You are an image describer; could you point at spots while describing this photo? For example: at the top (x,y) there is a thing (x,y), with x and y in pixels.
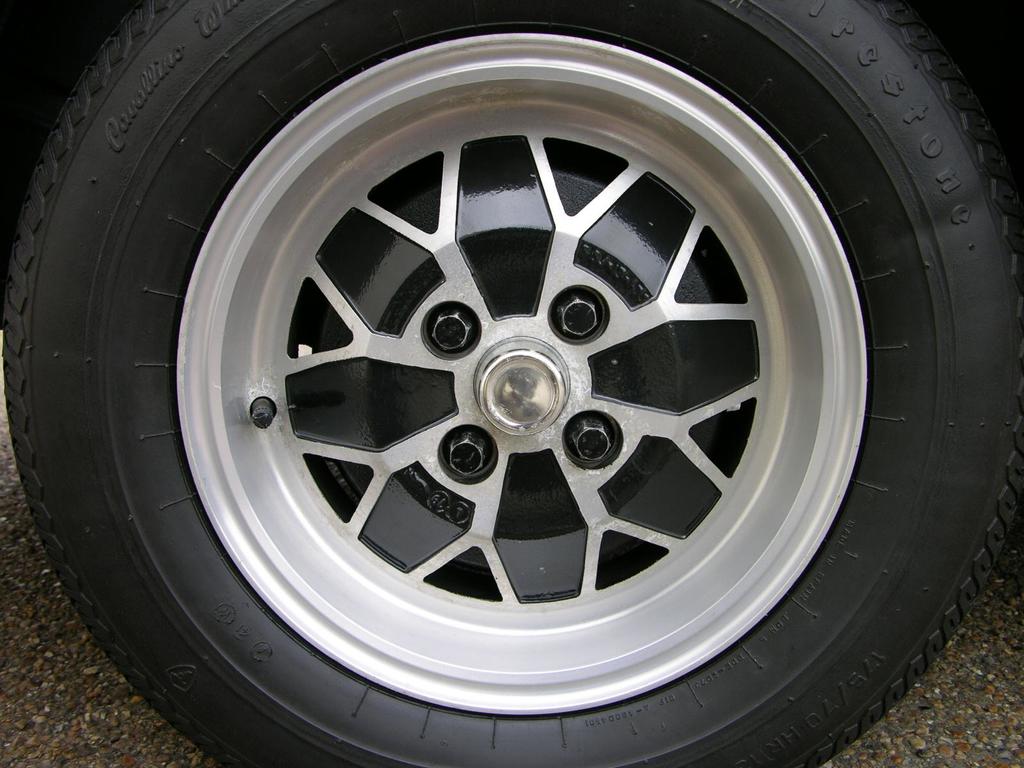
In this picture I can see there is a wheel (281,164) on the road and it has treads (33,234) and a name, there are few bolts (431,339) and a rim (488,250).
